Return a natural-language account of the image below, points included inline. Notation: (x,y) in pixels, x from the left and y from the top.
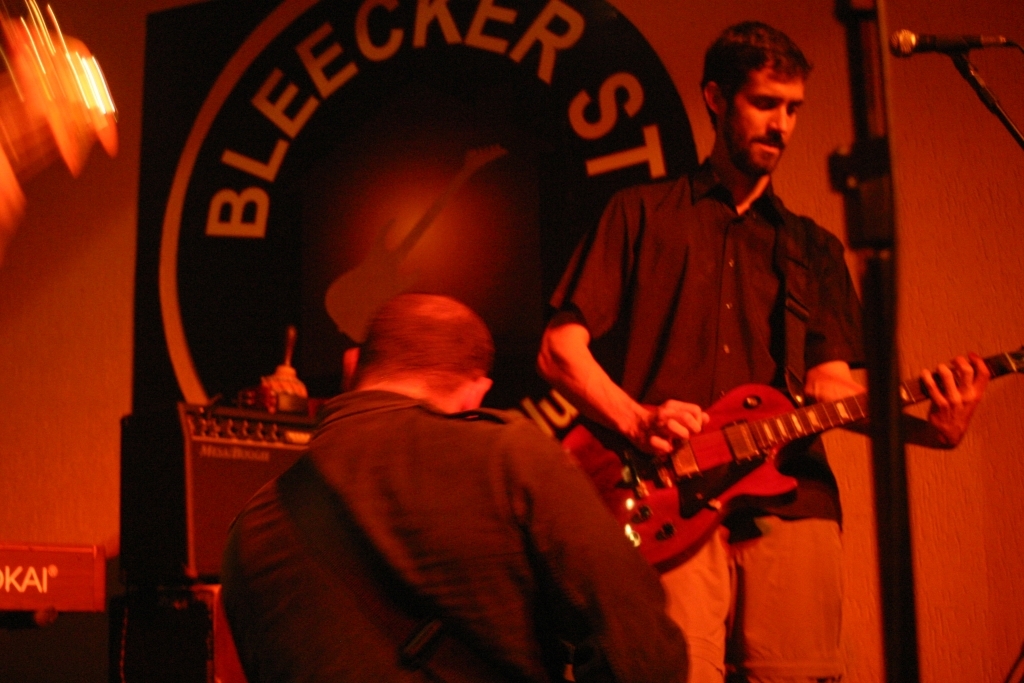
in the center (663,306) we can see two persons (671,394) holding guitar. On the right top (989,38) we can see microphone (956,54). And coming to back we can see banner (453,231) and wall (117,288).
